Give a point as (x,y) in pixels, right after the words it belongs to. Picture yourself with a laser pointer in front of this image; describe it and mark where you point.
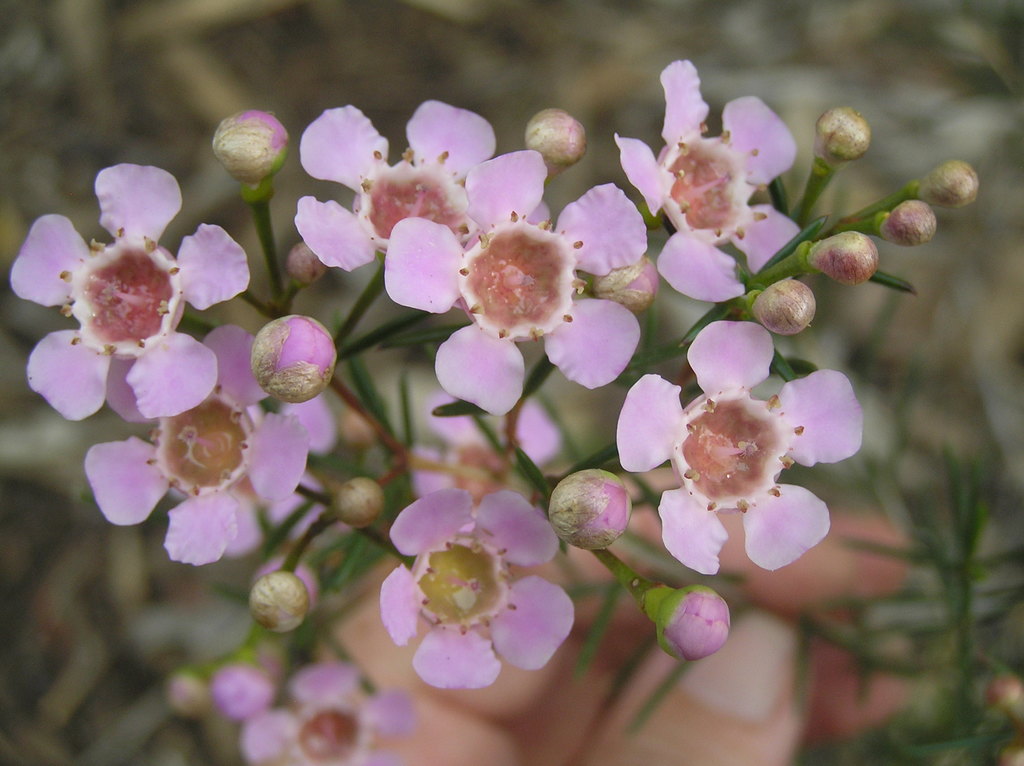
This image is taken outdoors. In this image the background (985,682) is a little blurred and there are a few plants (960,682). At the bottom of the image (547,706) there is a person's hand (458,691) holding a plant (716,640) in hand (784,660). In the middle of the image (442,281) there are a few beautiful flowers (510,589) which are pink in color and there are a few buds (576,502).
